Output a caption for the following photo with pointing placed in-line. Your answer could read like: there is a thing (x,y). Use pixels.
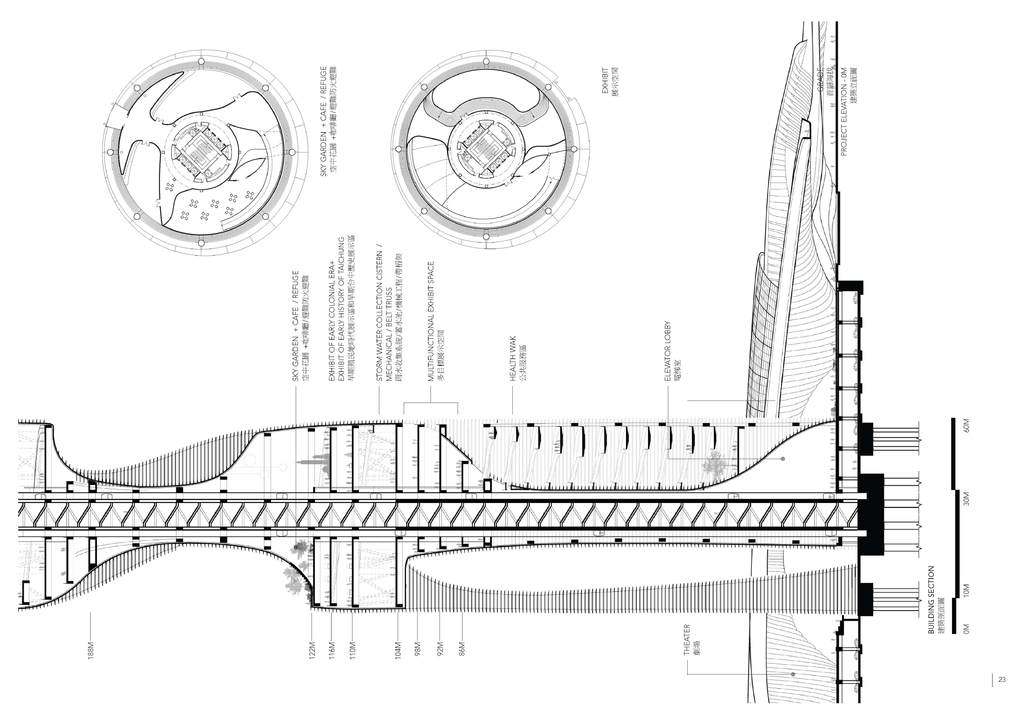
This image contains some drawings (543,450) and some text (384,273) on it.
